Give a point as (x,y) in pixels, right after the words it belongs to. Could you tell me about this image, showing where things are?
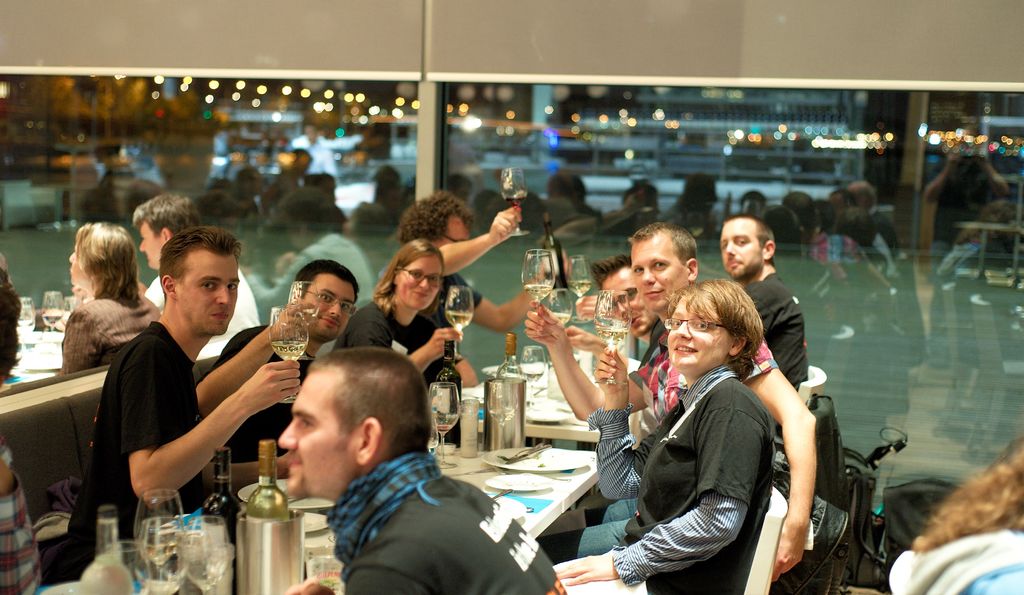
There are few persons (387,309) sitting in chairs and holding a glass (562,294) of wine (579,290) in their hands (581,307) and there is a table (542,431) in front of them which has few eatables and some other objects (528,448) placed on it.
